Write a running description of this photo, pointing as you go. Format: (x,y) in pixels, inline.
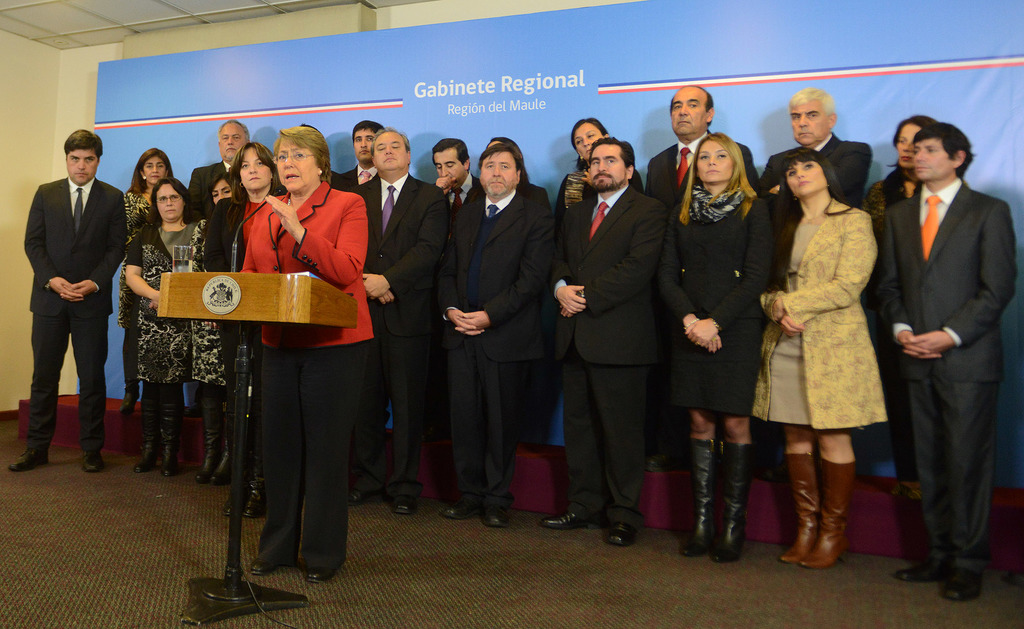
In this picture I can see a woman (282,410) standing near the podium (189,318), there is a mike (234,250) and a glass (175,257) on the podium (181,291), there are group of people (503,212) standing, and in the background (483,80) there is a board (470,45) and a wall (57,68).
